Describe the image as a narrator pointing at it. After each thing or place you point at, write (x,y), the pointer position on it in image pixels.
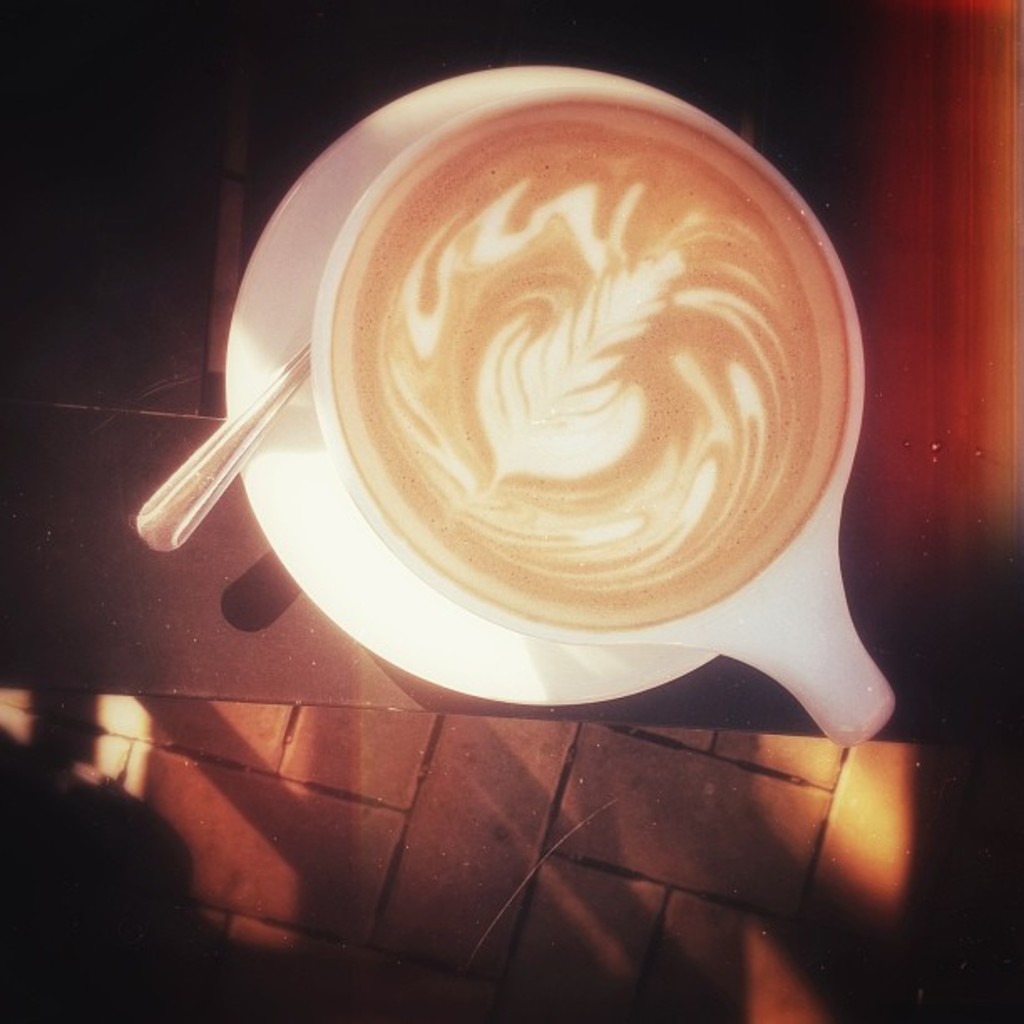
In this picture, we see a cup (539,242) containing coffee (362,426), spoon (183,535) and saucer (251,360) are placed on the brown table (51,465). At the bottom of the picture (487,840), we see the floor (588,836). In the background (68,48), it is black in color.
